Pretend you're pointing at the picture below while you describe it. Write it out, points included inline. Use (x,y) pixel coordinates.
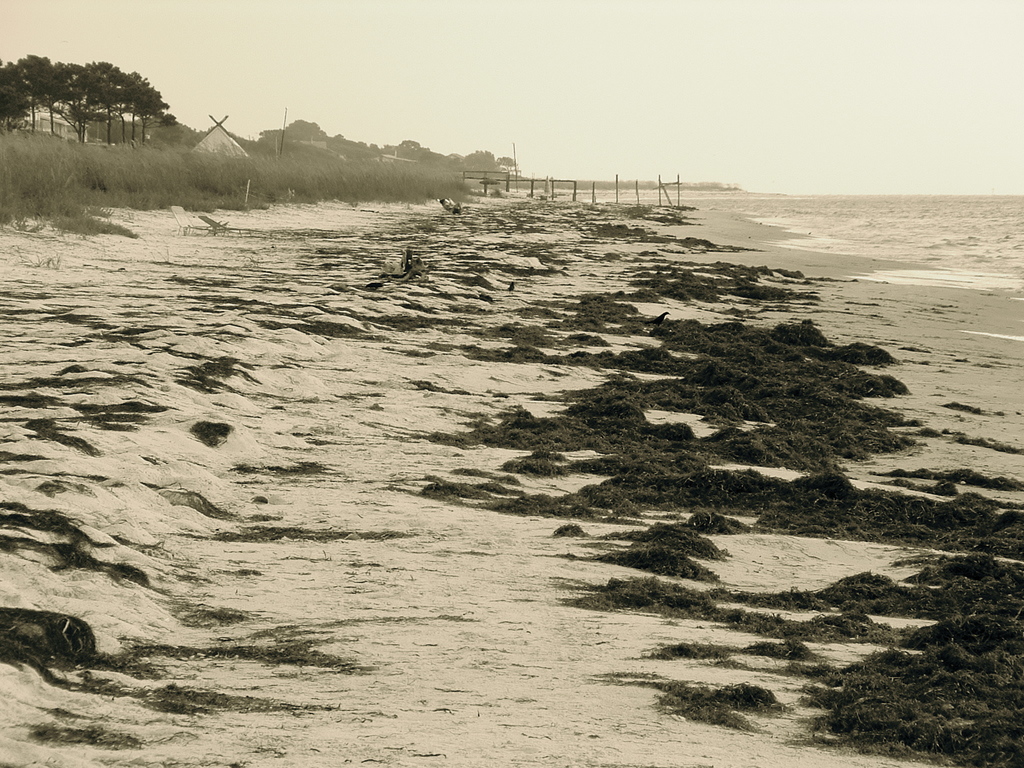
In this image I can see grass type things (795,331) on the ground (522,524). On the right side of this image (908,248) I can see water (886,278) and on the left side (136,172) I can see bushes (259,151), a building (216,123) and number of trees (4,120). In the background (676,66) I can see the sky (757,23).
